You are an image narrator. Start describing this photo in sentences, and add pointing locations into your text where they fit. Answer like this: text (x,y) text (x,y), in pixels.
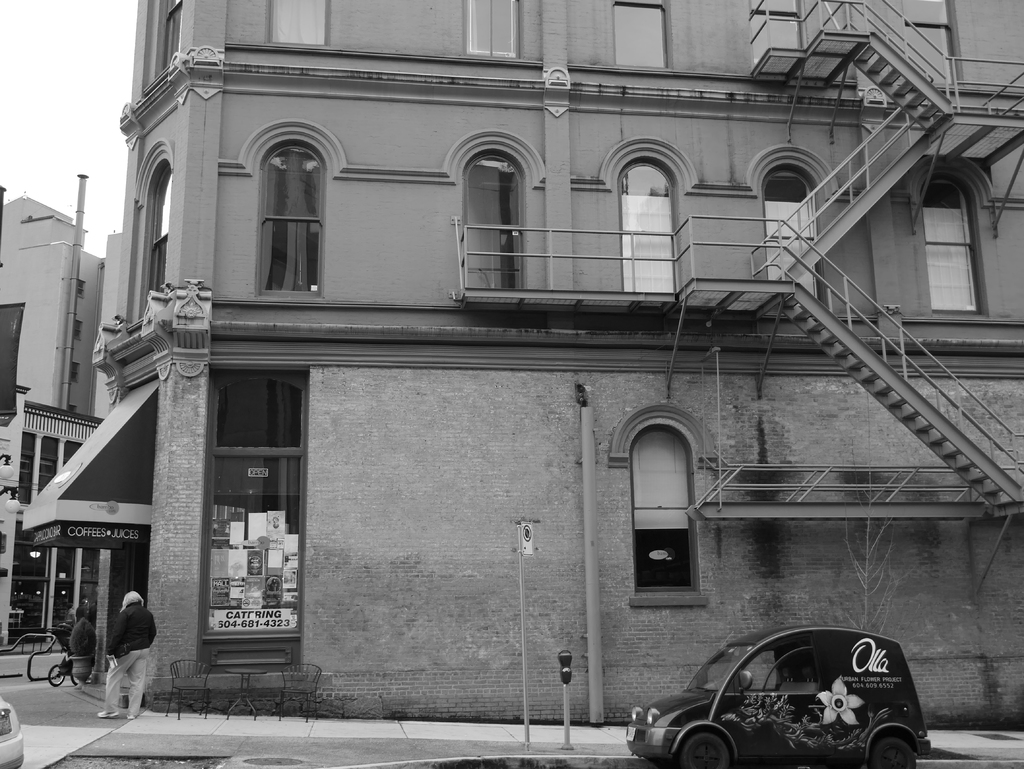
In this image I can see a building (631,419), on the building (577,322) I can see the windows (642,263) and staircase (911,487) and at the bottom (821,641) I can see poles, vehicle s (843,678) and person (110,642) visible on road (13,669).
